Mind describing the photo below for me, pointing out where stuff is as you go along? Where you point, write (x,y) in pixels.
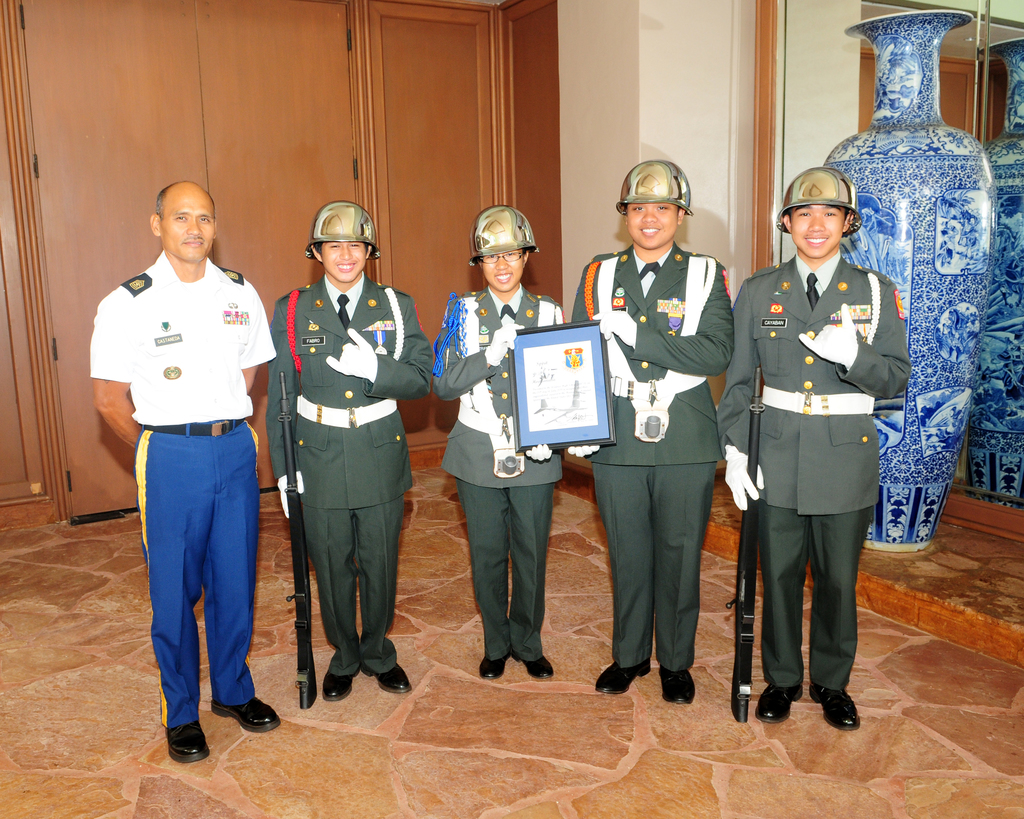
There are five people (222,346) standing and these two people (400,452) holding guns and these two persons (509,386) are holding frame (591,369). Background (692,73) we can see wall (680,84), mirror (1017,60) and vase (940,181).
